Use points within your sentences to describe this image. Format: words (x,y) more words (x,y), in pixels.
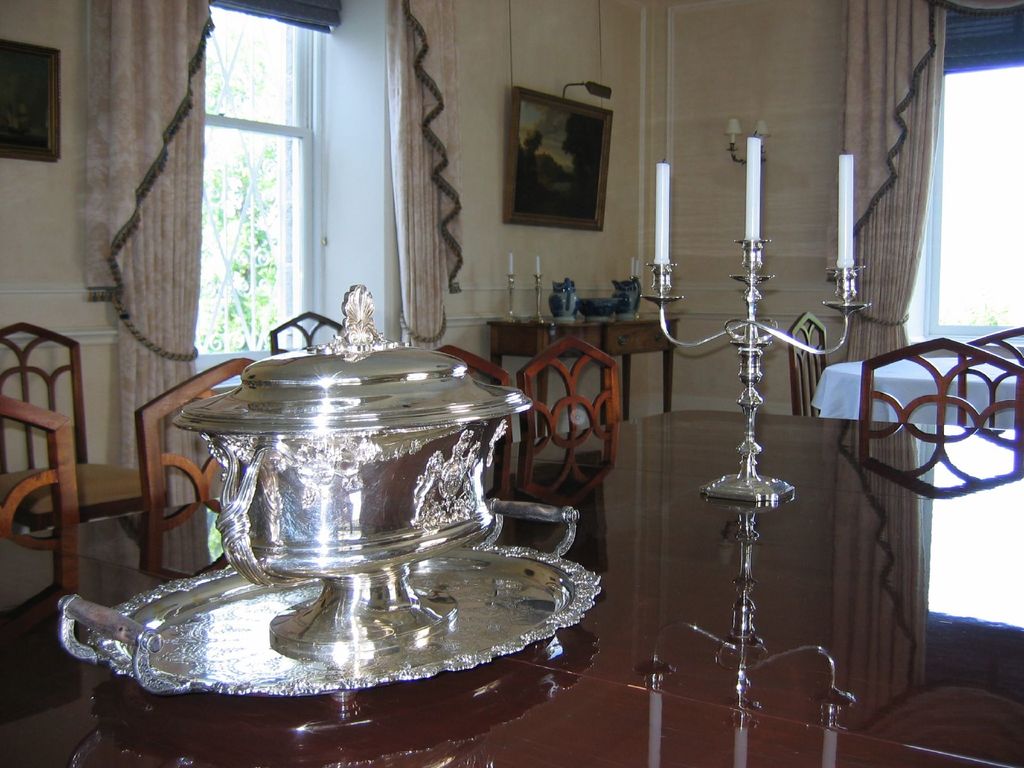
In this picture we can see a silver plate (219,663) and a bowl (253,483) kept on a dining table (629,529). We can also see chairs (81,444) & candles (840,182) and tables (698,456).
